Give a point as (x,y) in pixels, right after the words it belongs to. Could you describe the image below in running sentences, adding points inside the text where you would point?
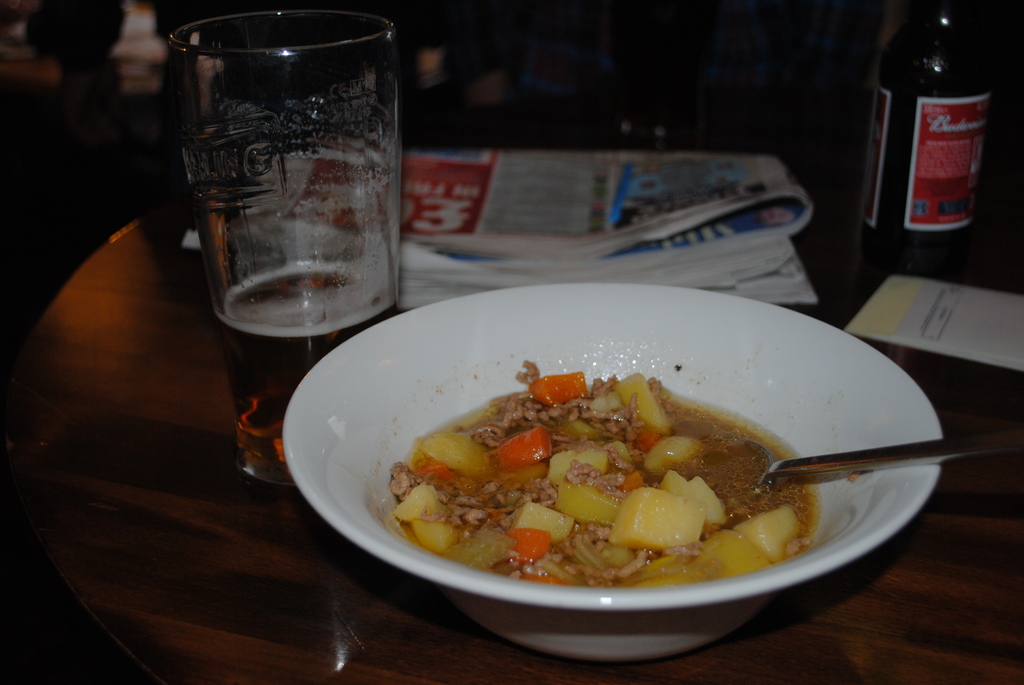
In this image we can see a table (371,658), on that we can see a food item (699,442) and a spoon (835,460) in a bowl (838,446), also we can see a newspaper (673,209), bottle (962,92), glass (292,228), and a cover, and the background (587,35) is blurred.
